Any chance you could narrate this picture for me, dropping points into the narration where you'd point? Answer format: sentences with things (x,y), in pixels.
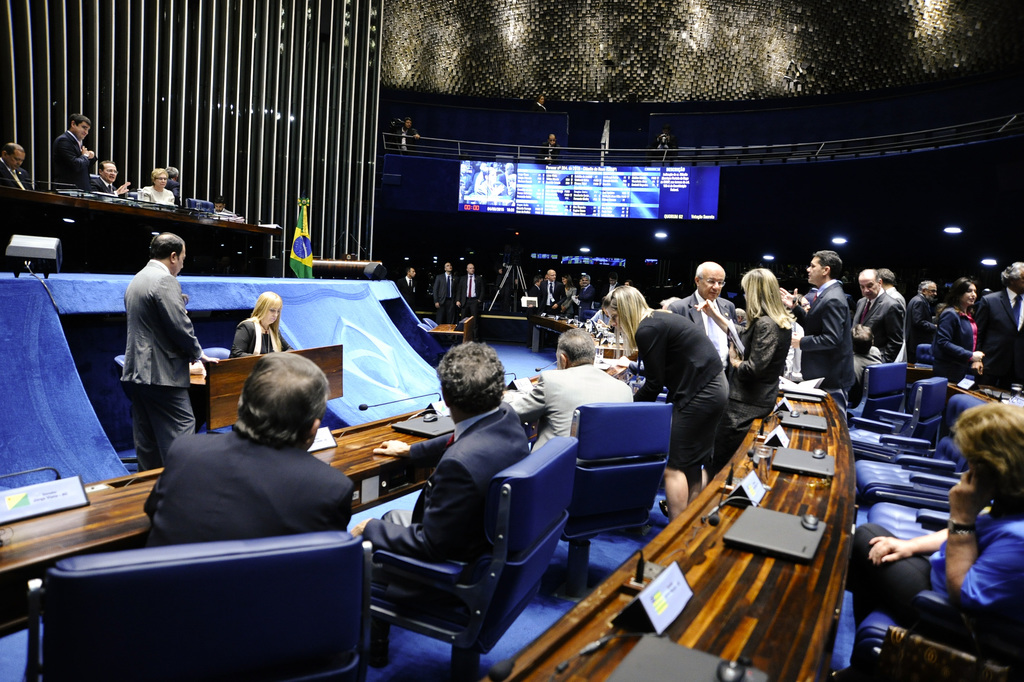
This image is clicked in a conference hall (279,121). To the left (235,262), there is a table (6,192) on the dais (323,291). To the right (1000,536), the woman (946,579) sitting is wearing a blue shirt (972,578). In the front (790,603), there is a table (787,563) on which there are laptops (675,677) along with mouse (720,676). In the background (476,193), there is a screen (530,202) attached to a wall (419,170).
